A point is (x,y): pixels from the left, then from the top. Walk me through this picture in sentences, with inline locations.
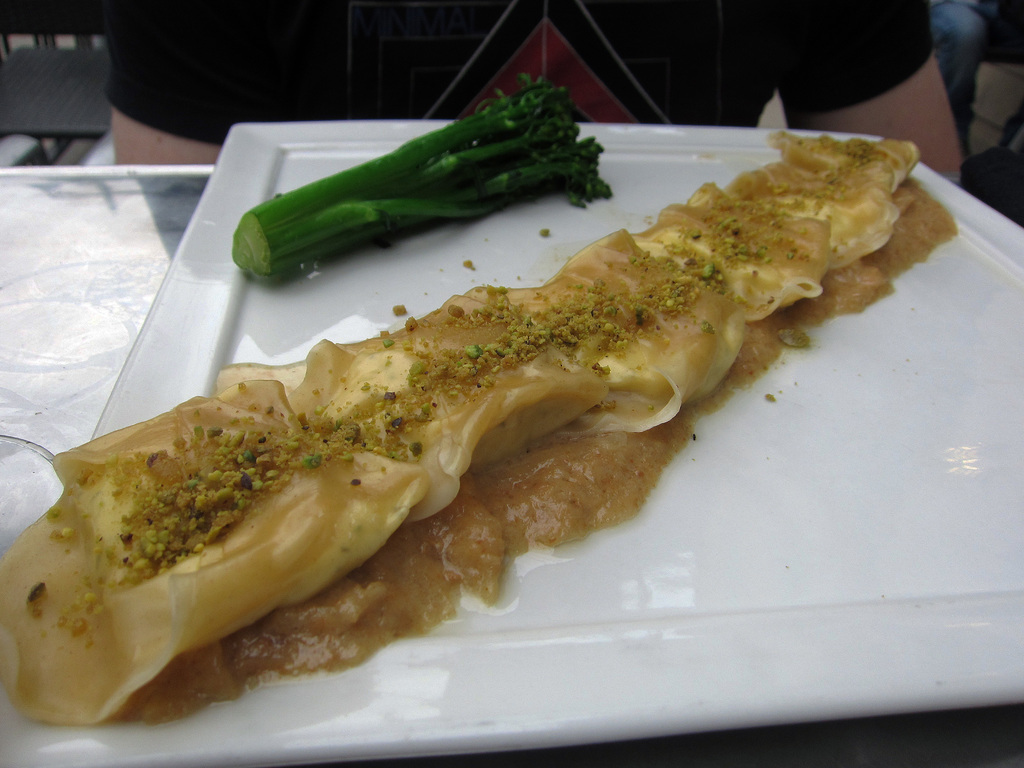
In this image we can see some food items (538,324) on the plate (763,524), which is on the table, also we can see the person's body (698,49).
